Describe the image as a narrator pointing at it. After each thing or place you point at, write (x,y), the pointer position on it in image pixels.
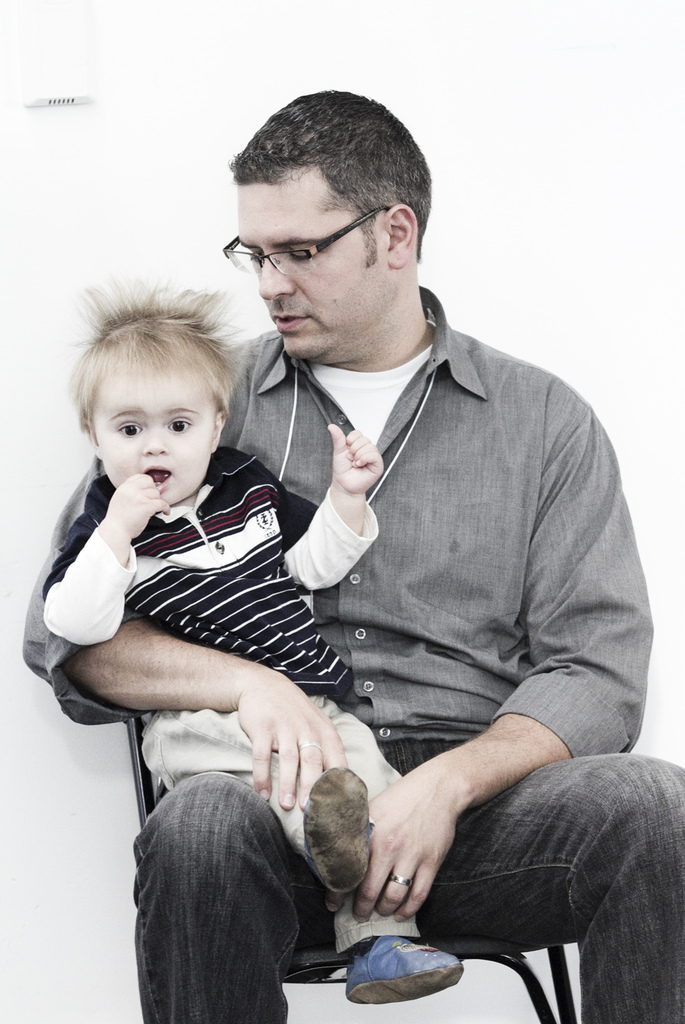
In this image I can see a man (286,729) is sitting and I can see he is holding a baby (243,503). I can also see he is wearing shirt (401,468), jeans (656,833) and specs (312,264). In the background (175,58) I can see white colour.
